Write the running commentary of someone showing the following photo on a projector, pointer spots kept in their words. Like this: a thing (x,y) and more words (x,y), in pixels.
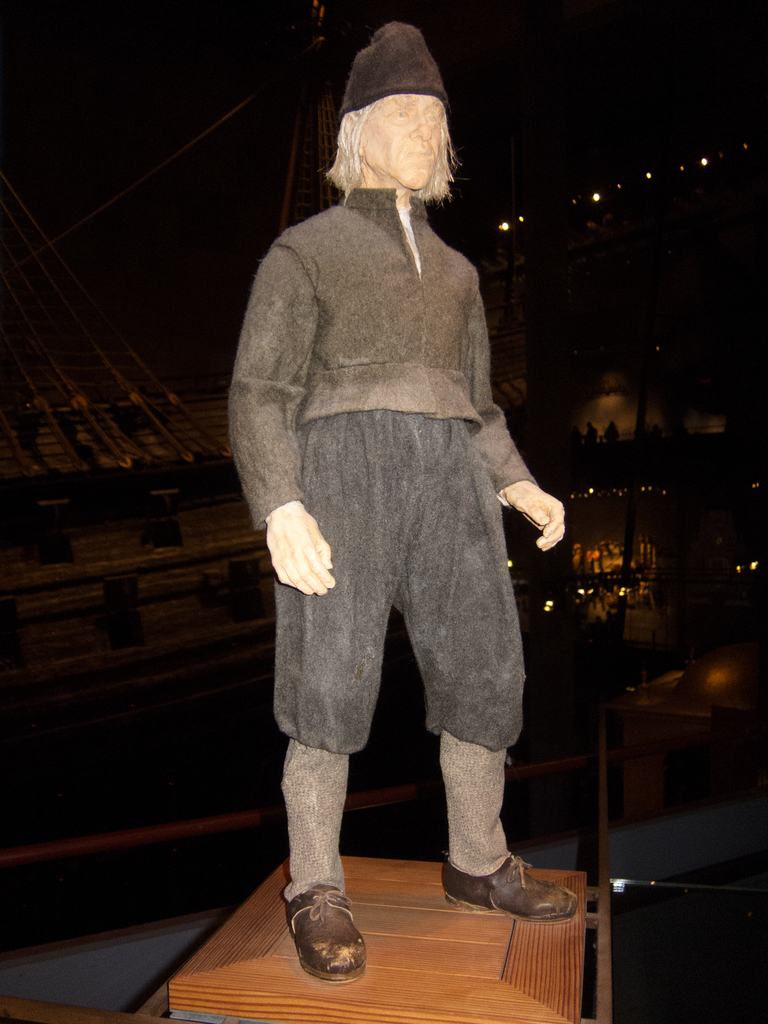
This looks like a statue (416,403) of a person (406,459) with clothes (343,343), hat (357,76) and shoes (329,926). This statue (341,872) is placed on the wooden block (384,996). The background (649,510) is not clear enough.
